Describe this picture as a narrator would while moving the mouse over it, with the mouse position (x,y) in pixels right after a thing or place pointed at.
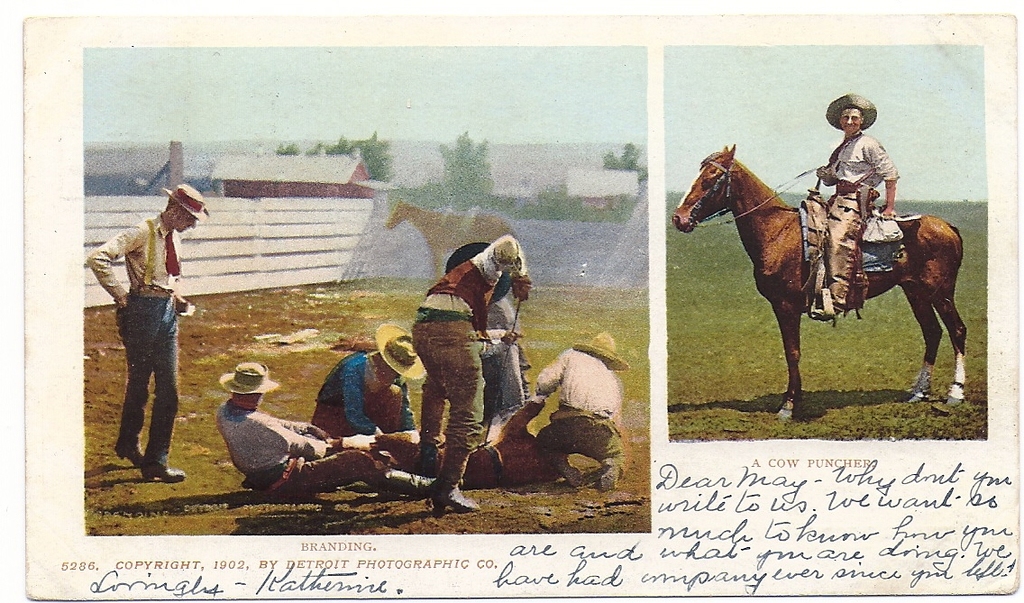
This is a picture with group of people (350,378) on the left side (283,445) and a person (837,244) on the horse (787,270) on the right side (851,248) and something written in the bottom (727,543).
